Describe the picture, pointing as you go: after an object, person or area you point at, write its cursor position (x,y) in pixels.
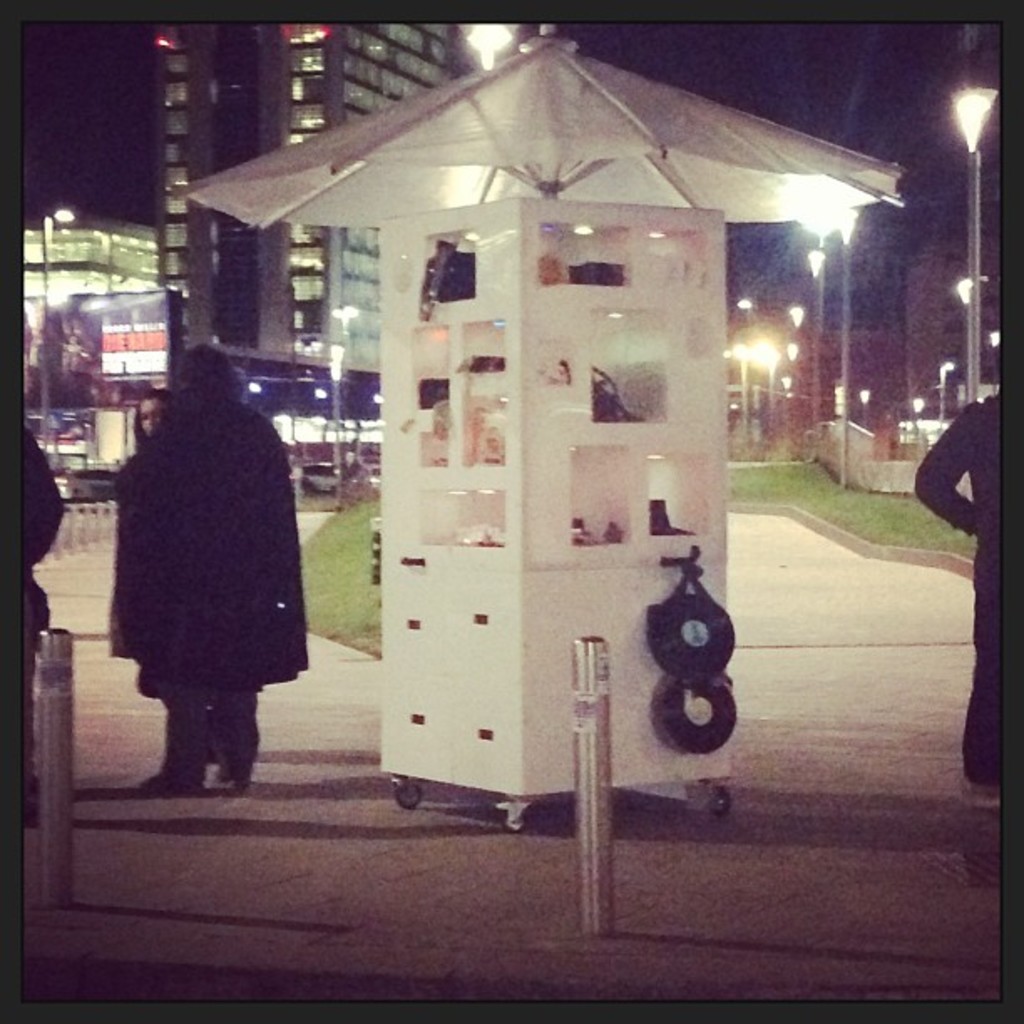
This is an edited image with the black borders (1014,35). In the center (619,389) there is a white color cabinet (530,462) containing some items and we can see a white color umbrella (498,173). On the left (138,473) and on the right (984,456) we can see the persons (190,576) standing on the ground (197,825). In the foreground (592,775) we can see the metal stands (589,771). In the background (907,104) there is a sky (794,87), buildings (172,261), street lights (971,103) attached to the poles (844,364), green grass (797,492) and a fence (873,462).
